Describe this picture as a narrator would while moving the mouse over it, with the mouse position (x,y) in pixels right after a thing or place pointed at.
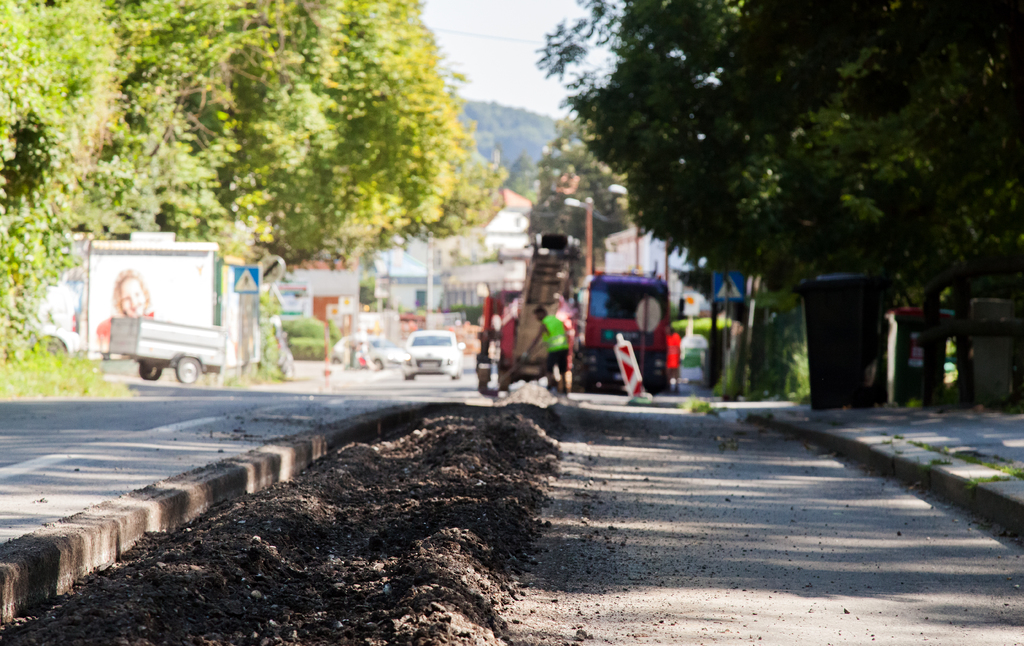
In this image I can see the road (663,556), few trees (744,145) which are green in color, few vehicles (587,327), few persons (543,318), few poles (643,347), the sidewalk (988,455) and a black colored object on the sidewalk (987,435). In the background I can see few buildings (443,282), a mountain (481,111) and the sky (512,44).
